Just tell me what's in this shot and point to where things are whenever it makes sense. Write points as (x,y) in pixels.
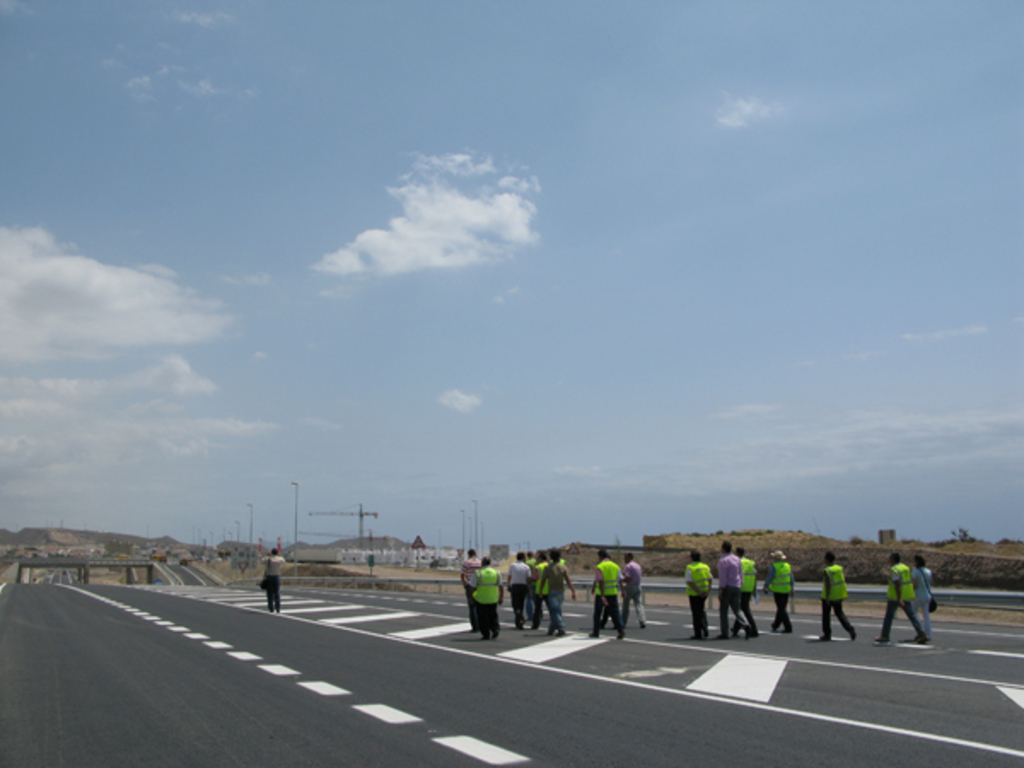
In this image, there are a few people (279,567). We can see the ground (669,603). We can see some poles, fence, hills (389,547). We can also see the bridge (21,564) and the sky (681,111) with clouds (16,515). We can see some trees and white colored objects (457,558).
